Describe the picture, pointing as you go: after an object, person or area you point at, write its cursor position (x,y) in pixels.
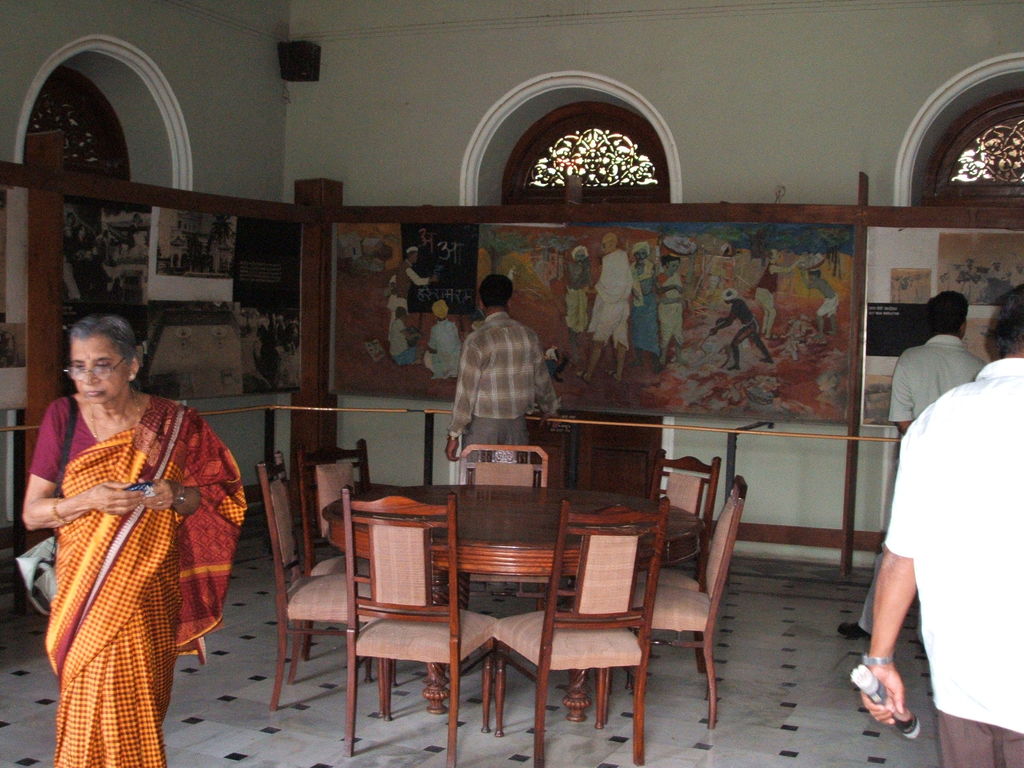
In the middle of an image (553,489) there are chairs (351,587) with dining table (527,565). Left a woman (220,573) is walking here there are pictures (676,347) and it's a wall (699,123).
